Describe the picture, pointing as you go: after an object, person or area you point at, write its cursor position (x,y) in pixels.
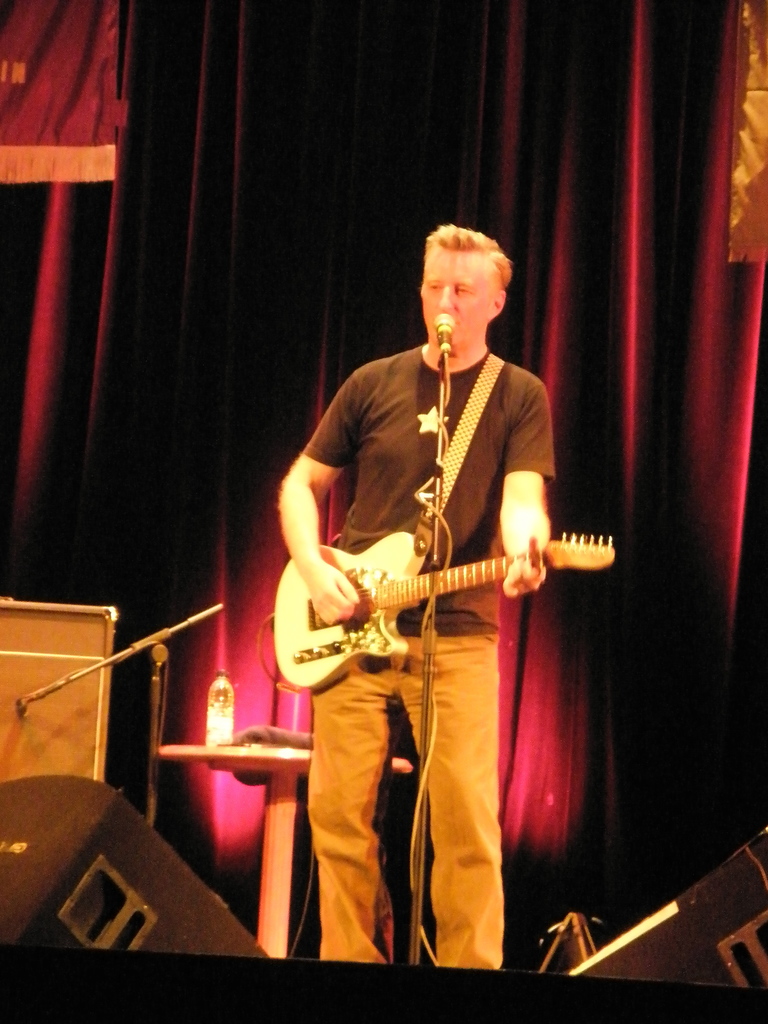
Here we can see a man (447,278) is standing and singing, and holding a guitar (415,572) in his hands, and in front (440,420) here is the microphone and stand (437,532), and at back here is the table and some objects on it, and here is the curtain (499,119).
